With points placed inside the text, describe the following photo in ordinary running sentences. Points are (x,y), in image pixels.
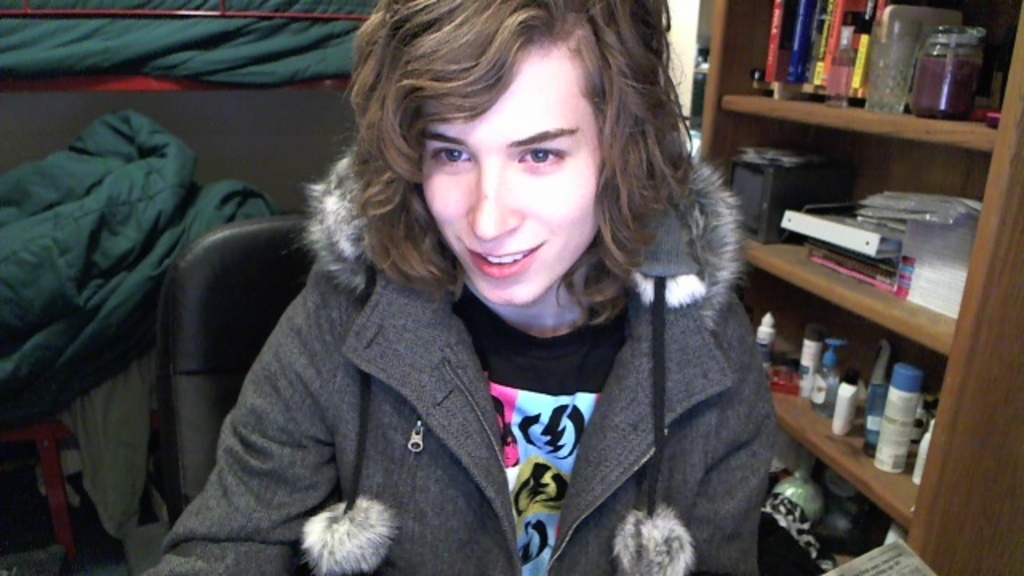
In this image, we can see a human (678,398) is sitting and smiling. Background (169,228) we can see some clothes (180,206), board (257,137). Right side of the image (922,331), there is a wooden shelf (854,315). So many things (899,438) and objects (899,438) are placed on it.
